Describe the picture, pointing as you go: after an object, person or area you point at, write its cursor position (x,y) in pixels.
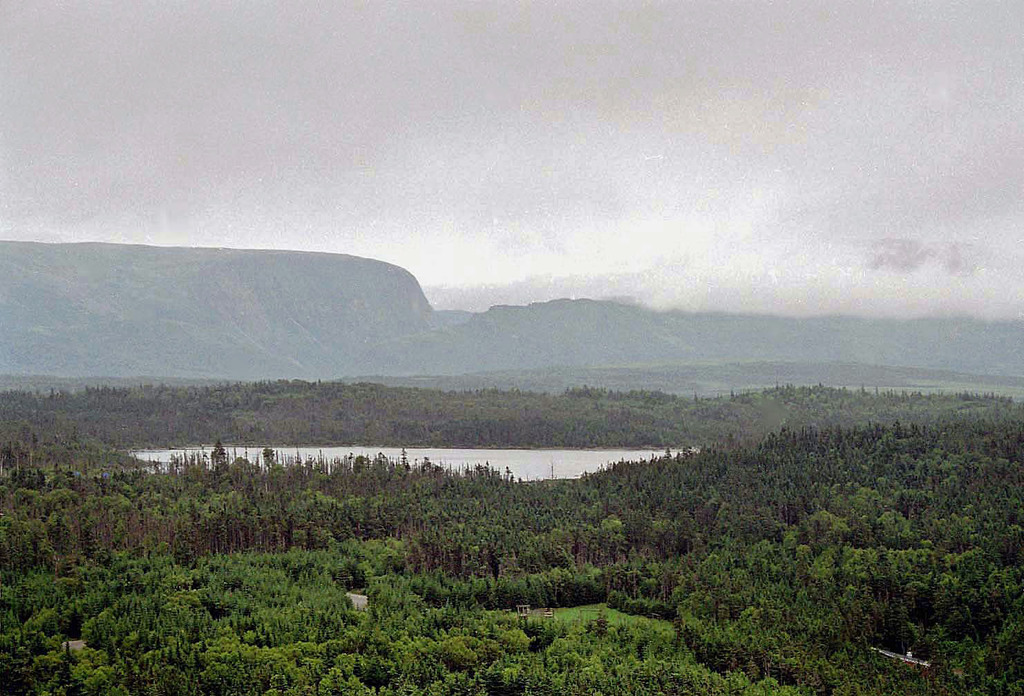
This is the picture of a mountain (48,315). In this image there are trees (731,488) in the foreground (369,669). In the middle of the image (537,458) there is water (600,468). At the back (620,338) there are mountains (129,278). At the top (358,101) there is sky (492,77).
